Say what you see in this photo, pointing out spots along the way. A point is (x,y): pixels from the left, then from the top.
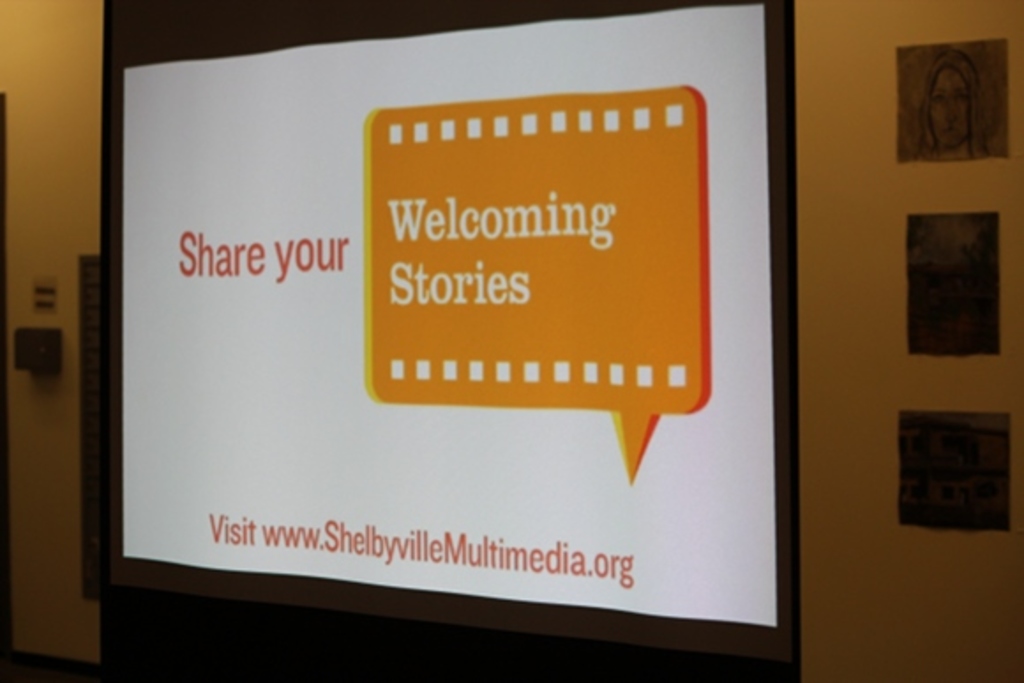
In this image we can see a projector screen (496,387) and there is some text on it. There are few posters (951,326) on the wall (943,380) at the right side of the image (927,352). There are few objects (40,346) on the wall (19,429) at the left side of the image (38,361).
